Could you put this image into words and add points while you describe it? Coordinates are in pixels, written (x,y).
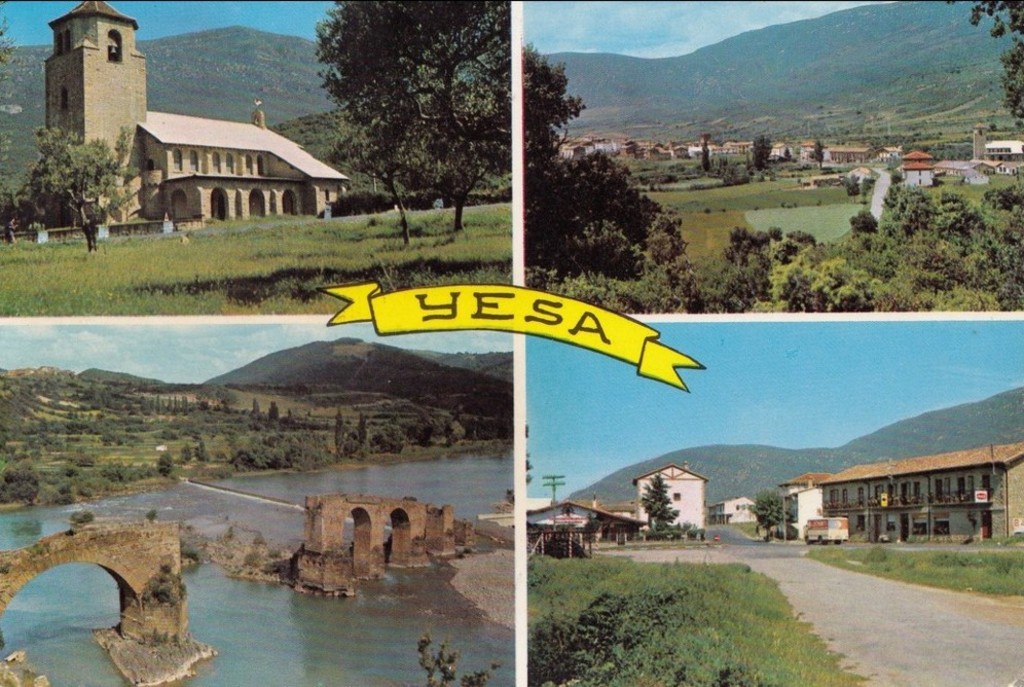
In the image on the top left (181,86), we can see the sky (193,2), hills (180,47), trees (99,140), one building (236,129) and grass (164,239). On the top right of the image (753,94), we can see the sky (643,5), clouds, trees (774,249), hills (908,122), buildings (806,160), etc. In the bottom left of the image (195,464), we can see the sky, hills (374,364), trees (301,430), grass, water (249,644) and bridge (321,540). In the bottom right side of the image (684,494), we can see the sky (786,412), trees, buildings (597,535), grass (602,563), one vehicle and road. In the image in the center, it is written as "Yesa".
